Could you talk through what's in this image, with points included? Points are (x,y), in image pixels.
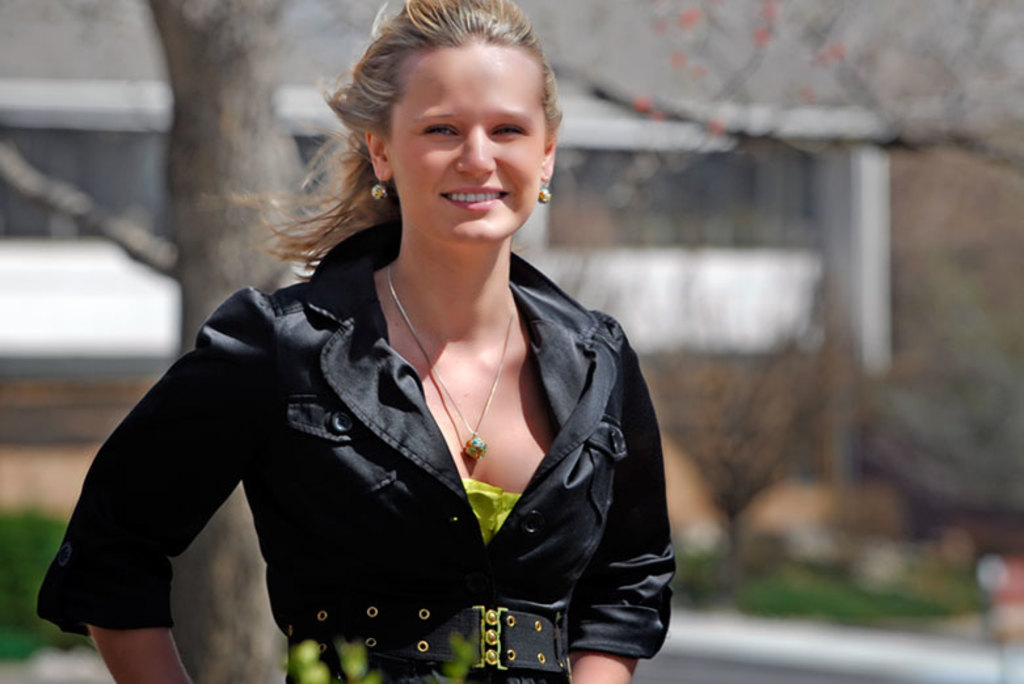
In this image I can see the person (488,518) and the person (509,529) is wearing black and yellow color dress (484,519). In the background (675,406) I can see few trees (973,453) and the building (768,245).
